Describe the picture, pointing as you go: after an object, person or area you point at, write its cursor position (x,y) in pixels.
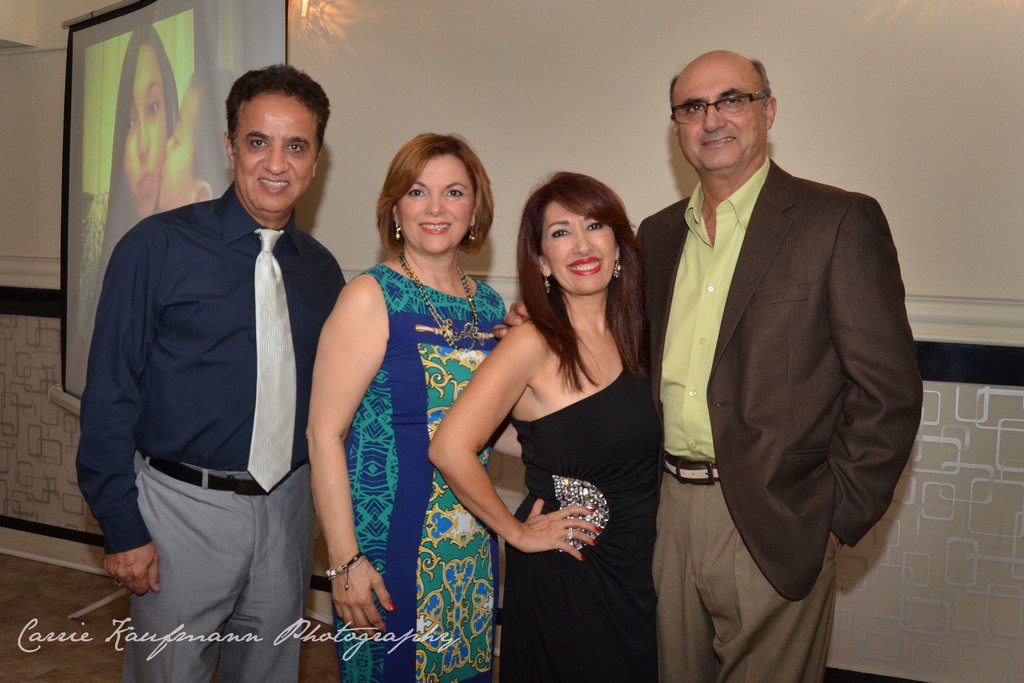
Here we can see four persons (437,401) are standing on the floor (313,676) and they are smiling. In the background (424,38) we can see a screen (252,29) and wall (937,172).
